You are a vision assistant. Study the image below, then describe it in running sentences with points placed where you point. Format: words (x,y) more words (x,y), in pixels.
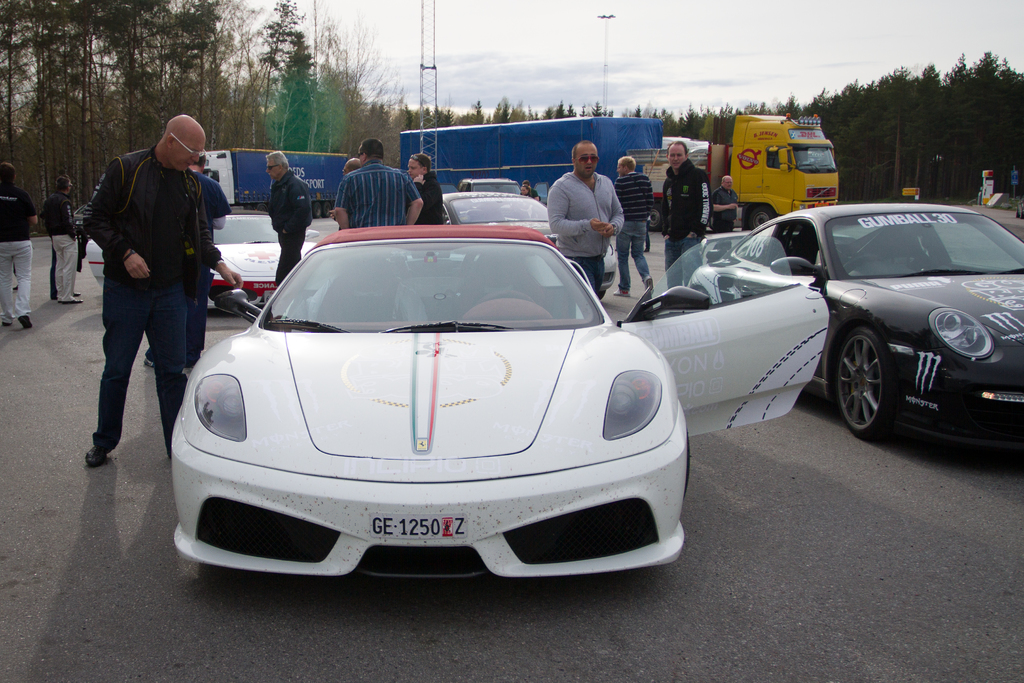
In this image there is a road (736,462) on which there are few cars (695,323) and two trucks (468,138) in the background (405,134). Behind the trucks (417,137) there are trees (133,65). There are few people (379,195) standing on the road (653,269) in between the cars (711,332). In the middle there is a tower (431,51).
